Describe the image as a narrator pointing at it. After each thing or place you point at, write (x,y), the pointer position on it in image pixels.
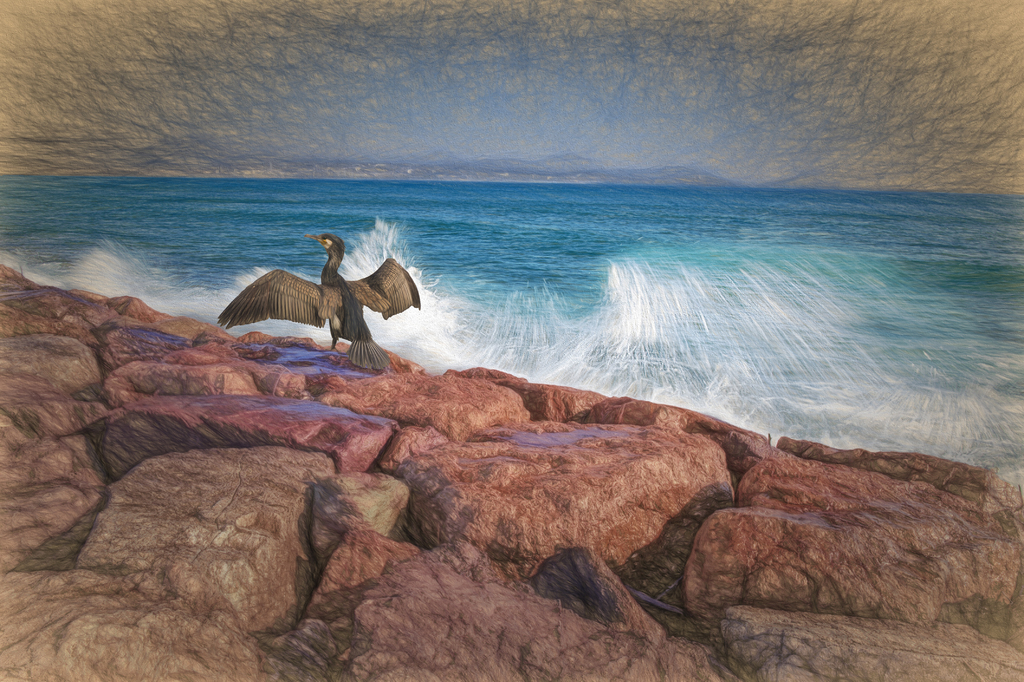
This is the image of the painting (430,248), there is a cormorant (331,298) on the rocks (335,404) and water (251,226).
